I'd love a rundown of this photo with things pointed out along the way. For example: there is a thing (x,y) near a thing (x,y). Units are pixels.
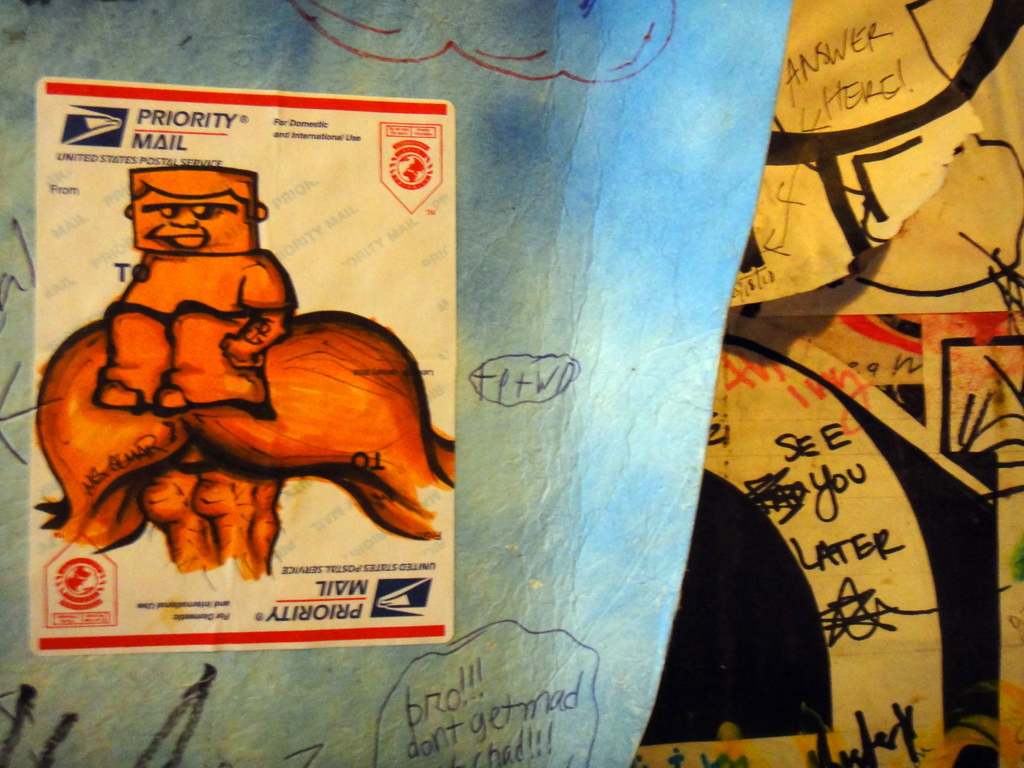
This image consists of a poster (388,259) with a few images (820,630) and text (352,584) on it.
